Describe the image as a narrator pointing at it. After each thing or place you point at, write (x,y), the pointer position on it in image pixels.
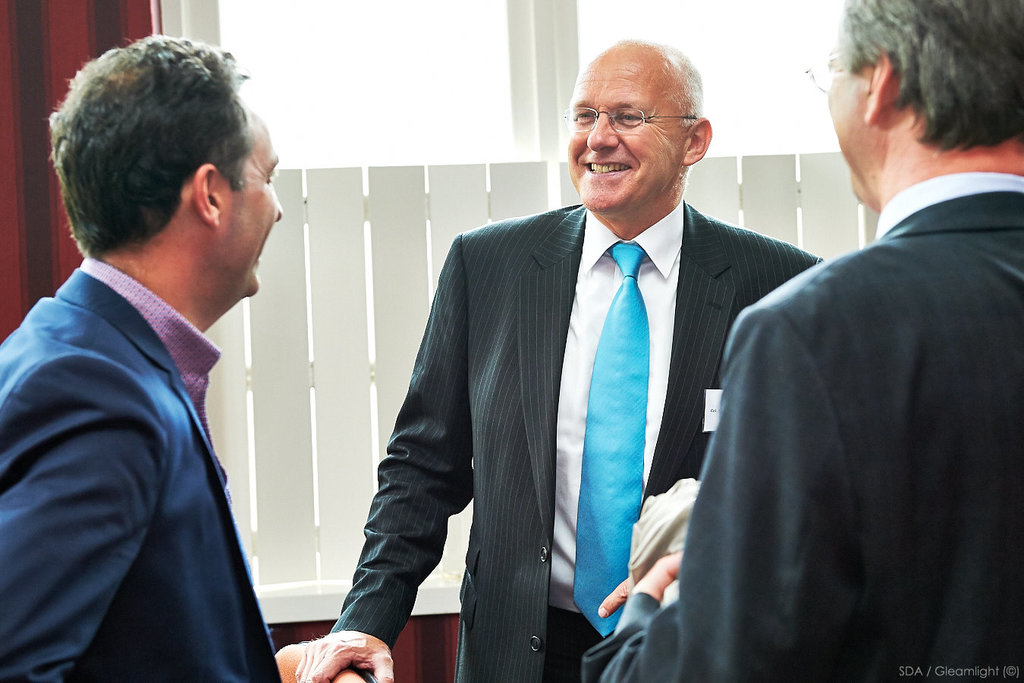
In this image, we can see people (510,454) standing and smiling and in the background (306,186), there is a fence (327,197) and there is a wall (47,10).
